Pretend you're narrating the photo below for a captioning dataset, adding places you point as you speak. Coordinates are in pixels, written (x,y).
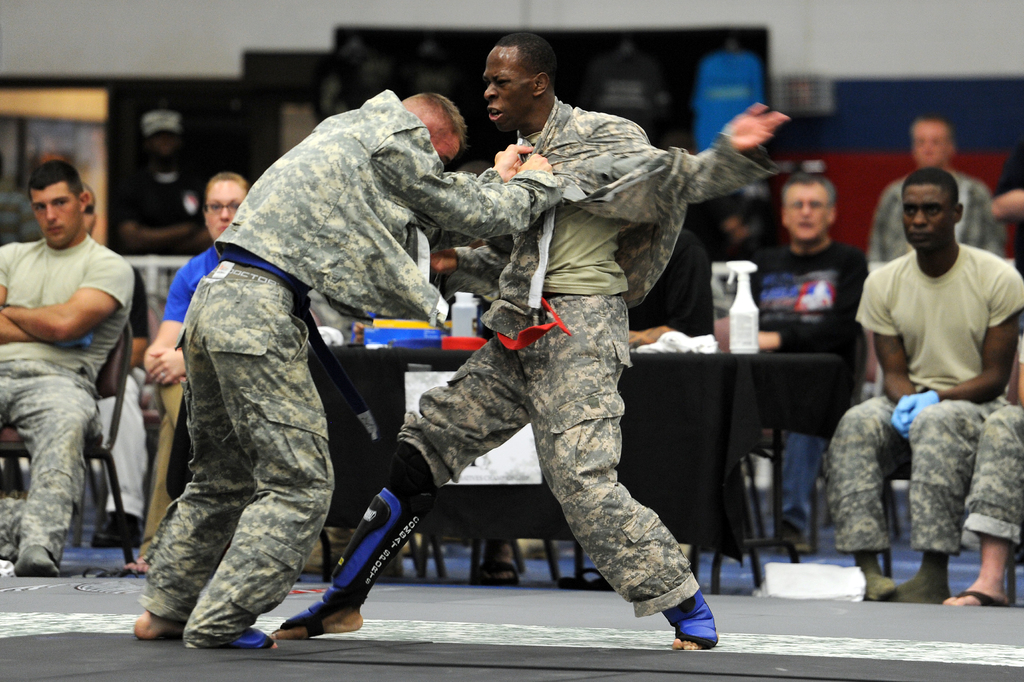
In this image in the center (424,306) there are two persons (353,298) who are fighting, and in the background (942,355) there are some people (949,343) who are sitting and there is one table (723,380). On the table (765,387) there is one cloth (534,459), bottle (738,303) and some objects (413,332). In the background (131,133) there are some boards (691,83), t shirts (346,81) and wall (249,44), at the bottom (159,644) there is floor (543,642).
